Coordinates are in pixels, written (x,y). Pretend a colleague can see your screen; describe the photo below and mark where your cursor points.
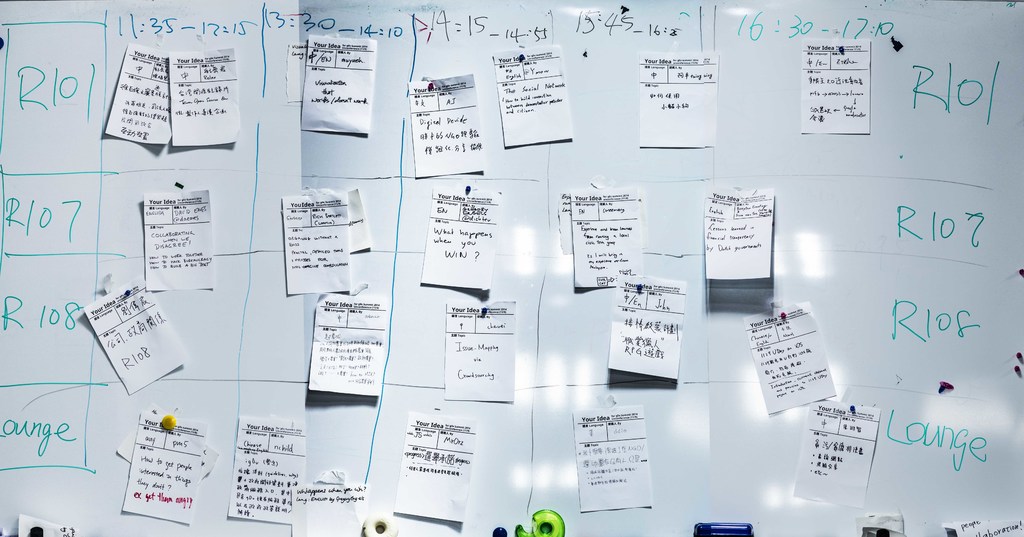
This image consists of a board (689,246). On that there are so many papers (495,338) pasted. There is something written on the board (485,451).
